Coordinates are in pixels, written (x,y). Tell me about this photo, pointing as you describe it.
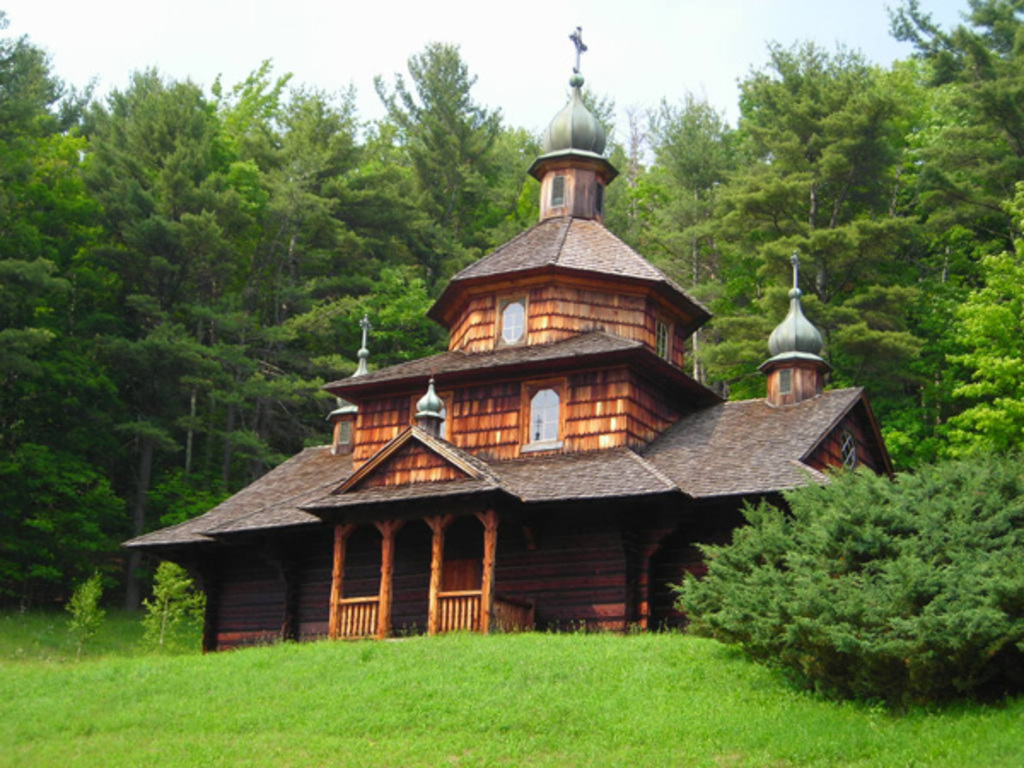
In this image we can see a house (348,433), behind the house (536,297) there are trees (298,250), in front of the house (264,624) on the surface (357,671) there is grass (62,742).
